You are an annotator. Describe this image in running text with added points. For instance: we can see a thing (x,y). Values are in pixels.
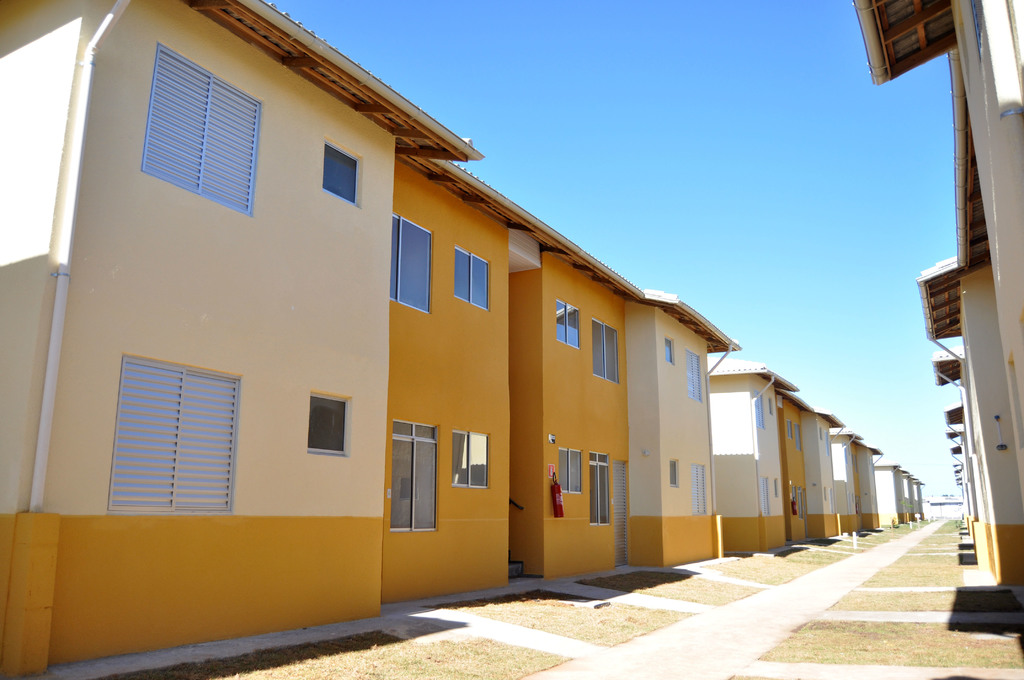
As we can see in the image there are few houses (676,478) on the right side (981,489) and left side (306,463) with orange and cream color. In the middle of the houses (778,523) there is a road (712,624).
